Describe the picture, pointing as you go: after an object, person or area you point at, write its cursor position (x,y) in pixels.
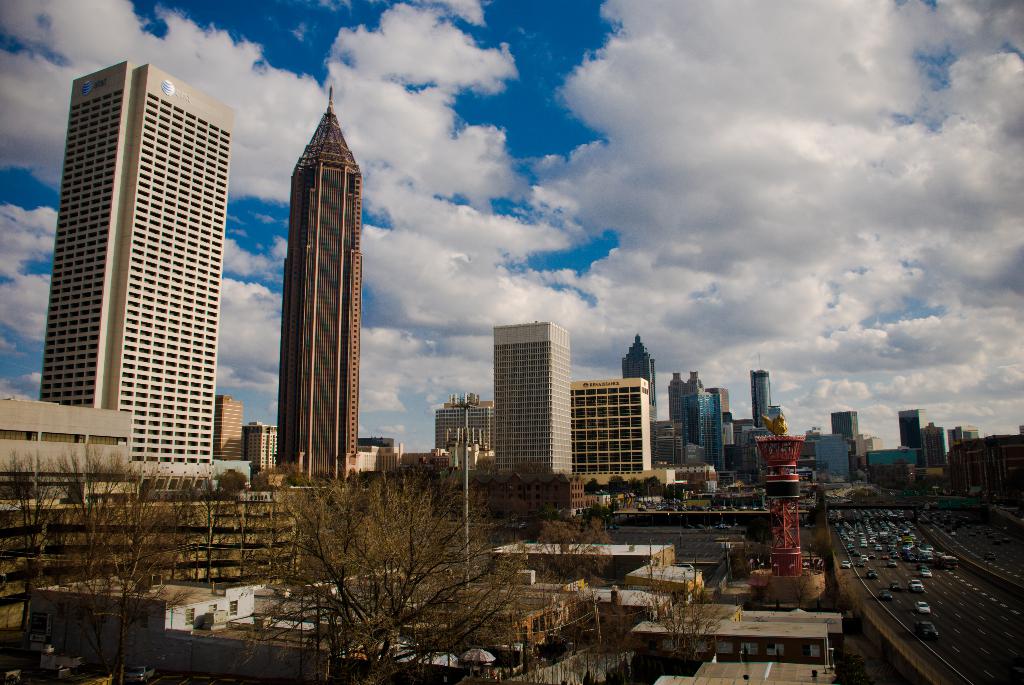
In the image in the center (654,363), we can see buildings (67,405), trees (745,546) and a few vehicles (890,548) on the road (964,551), etc. In the background (581,262) we can see the sky (483,110) and clouds (511,241).
